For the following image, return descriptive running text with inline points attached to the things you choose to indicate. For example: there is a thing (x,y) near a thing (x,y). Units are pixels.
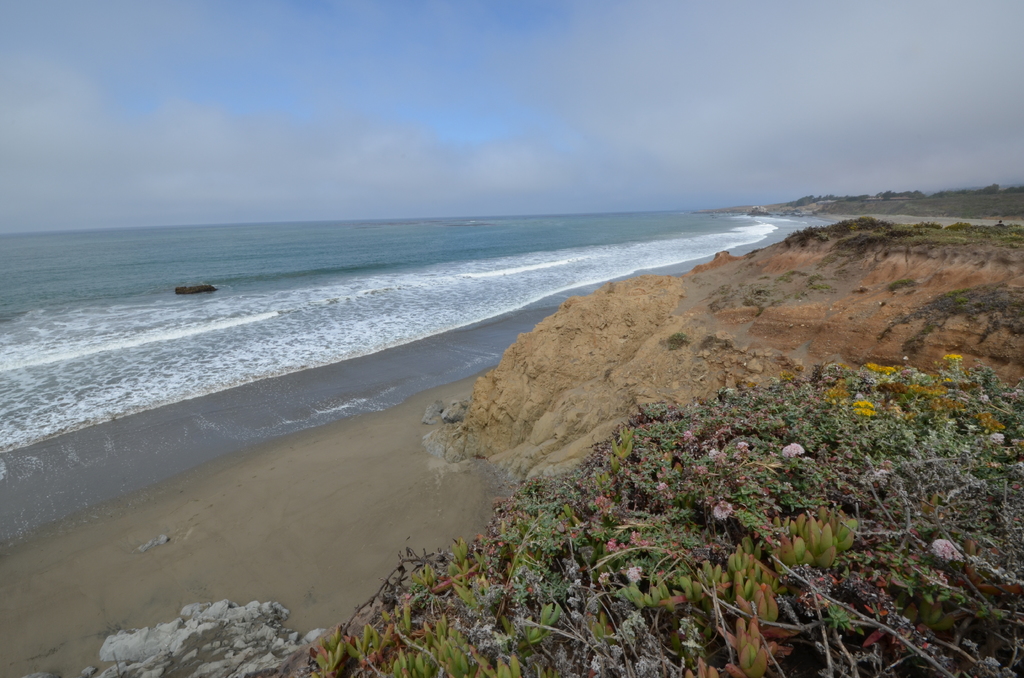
In this picture we can see the ocean (1,291). At the bottom (679,539) we can see some flowers (890,365) on the plant (908,582). On the right (989,189) background we can see the trees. At the top (650,100) we can see the sky (519,95) and clouds (620,96).
